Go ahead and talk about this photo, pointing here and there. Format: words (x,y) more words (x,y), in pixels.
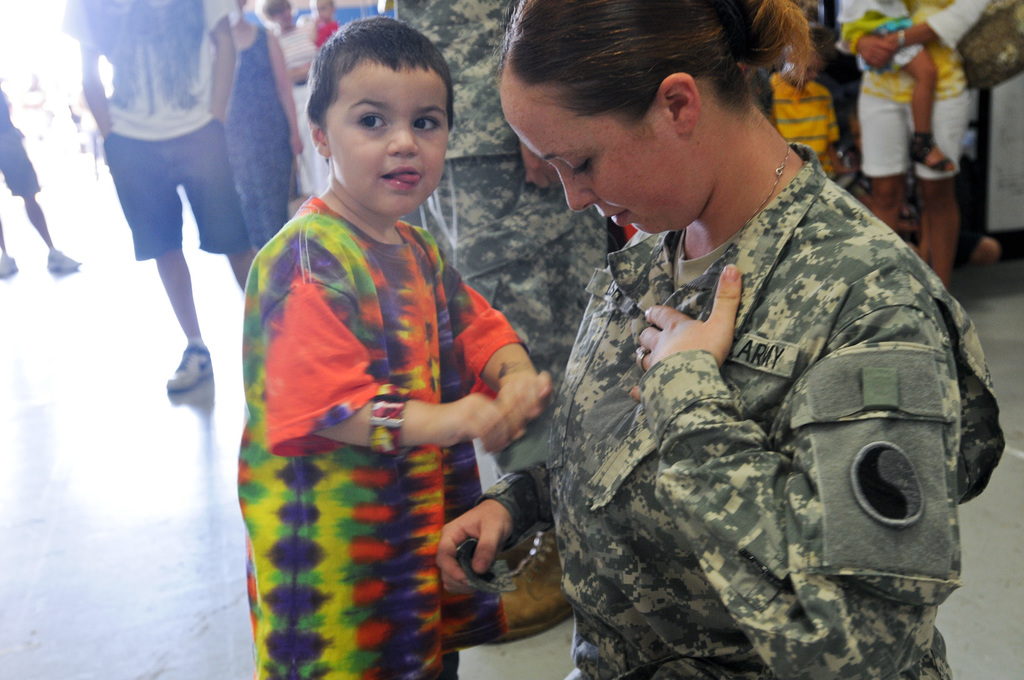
In this image we can see people (544,245) standing on the floor (159,444).
